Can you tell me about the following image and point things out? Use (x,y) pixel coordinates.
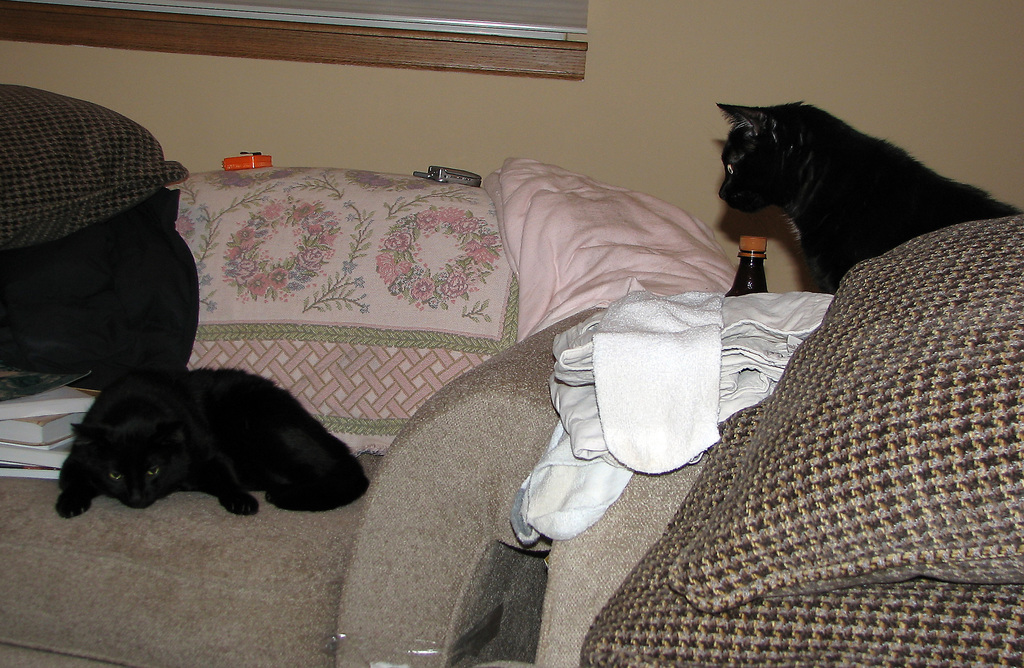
We can see cats (144,419) and we can see pillows (89,134), clothes (709,372) and objects (25,398) on sofa (346,363). Background we can see wall (558,103).
